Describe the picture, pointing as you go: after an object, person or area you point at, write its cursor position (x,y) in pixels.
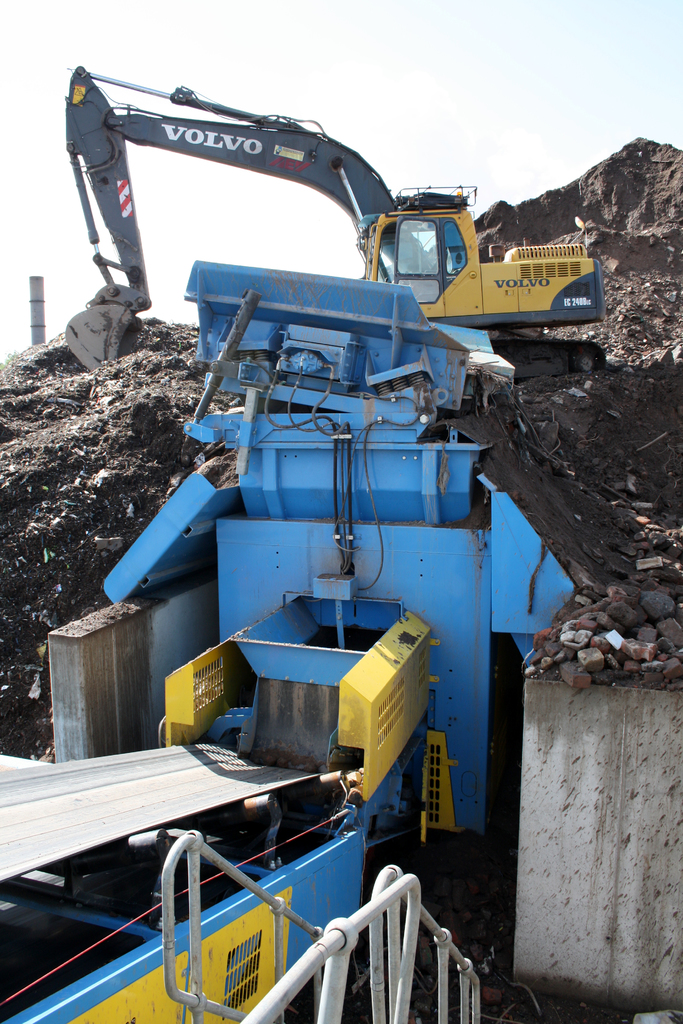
In the picture we can see a mud removing machine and some equipment (516,517), removing the mud (630,506) and behind it we can see a sky (548,86).
